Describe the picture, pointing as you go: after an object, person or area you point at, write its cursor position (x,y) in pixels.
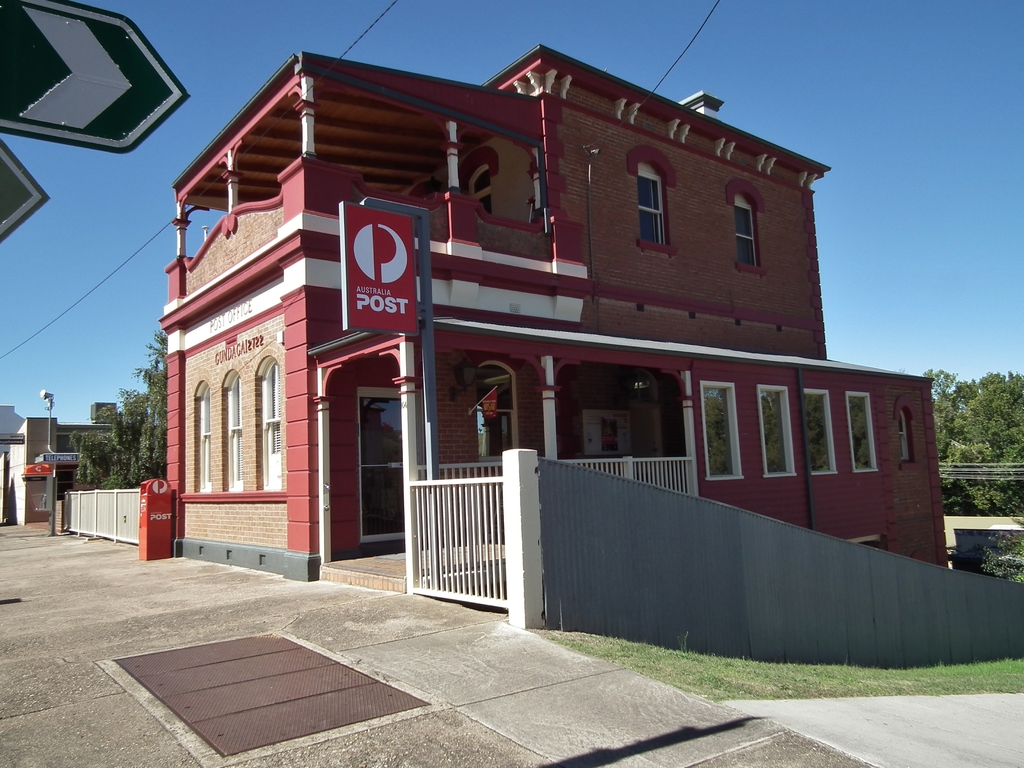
In this picture, there is a building (278,284) with bricks (616,235). It is in red in color. Before it, there is a board (390,301) and a gate (449,544). At the bottom (403,609), there is a road (663,697) and grass (966,689). In the background (58,452) there are trees (956,491), buildings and a sky (638,12).
